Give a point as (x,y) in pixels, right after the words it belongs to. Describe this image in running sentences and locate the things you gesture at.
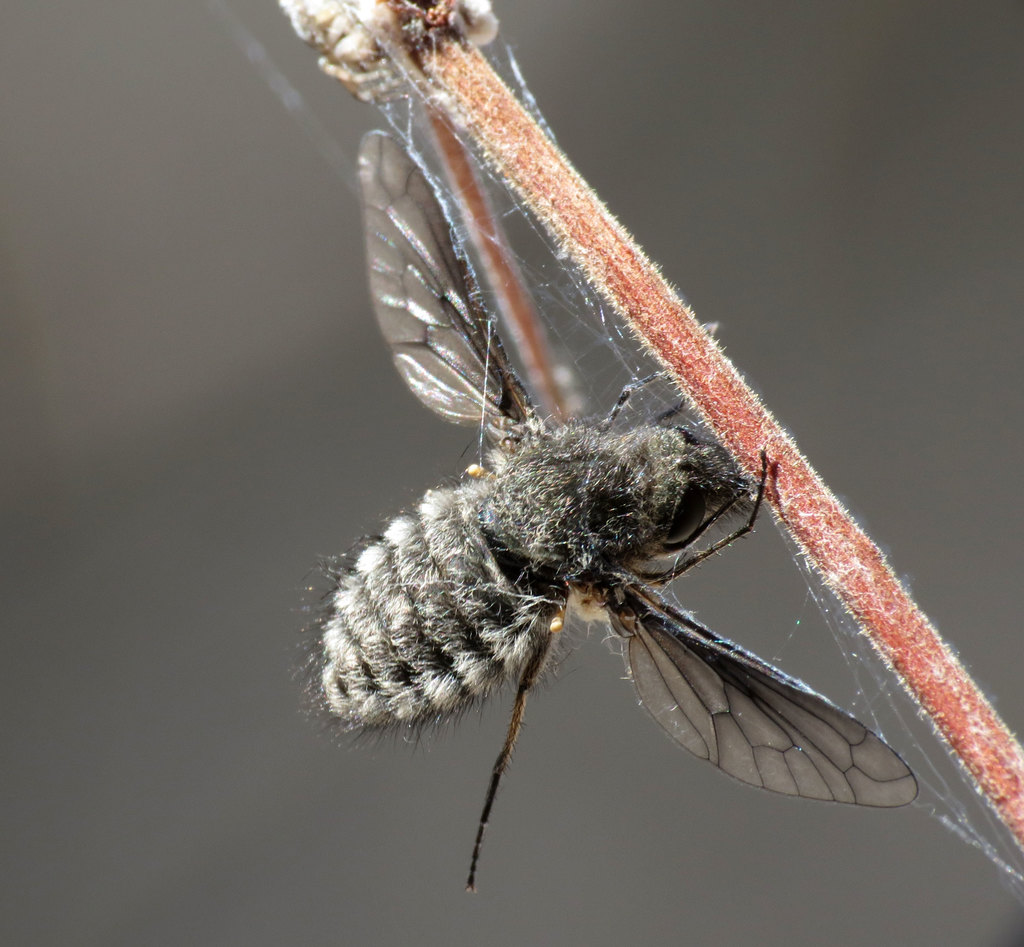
In this image we can see an insect (664,524) on the stem (796,540) of a plant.
